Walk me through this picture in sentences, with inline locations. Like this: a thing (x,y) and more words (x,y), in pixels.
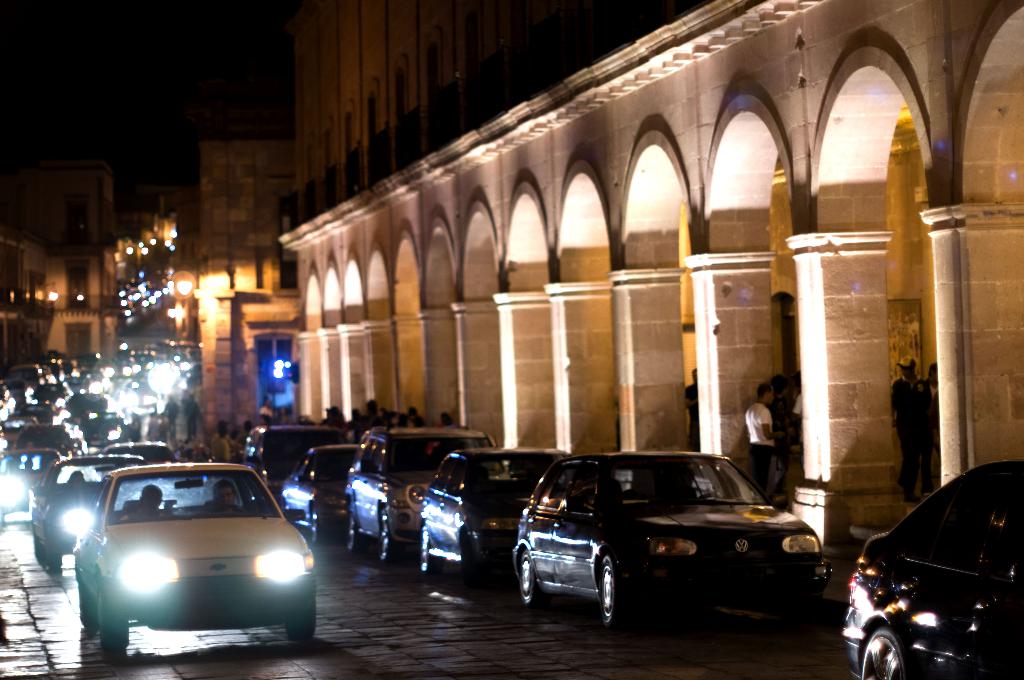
In this image we can see few cars (422,549) on the road (426,624), there are few buildings (323,265) in the background (357,232) and few people (795,404) standing under the building (806,394) on the right side (917,386).
